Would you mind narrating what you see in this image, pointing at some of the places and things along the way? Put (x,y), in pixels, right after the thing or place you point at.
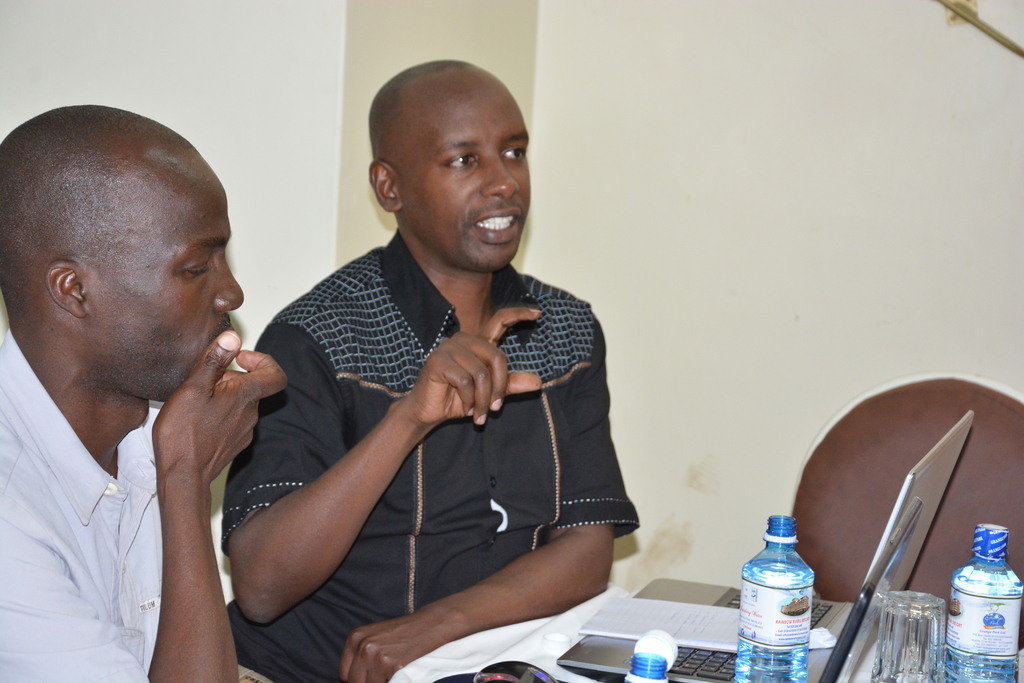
In this picture we can see two men (218,402) where one is talking and in front of them we can see bottle (790,606), laptop (944,484), glass (904,663), cloth (511,644), chair (850,508) and in background (811,287) we can see wall (722,323).
